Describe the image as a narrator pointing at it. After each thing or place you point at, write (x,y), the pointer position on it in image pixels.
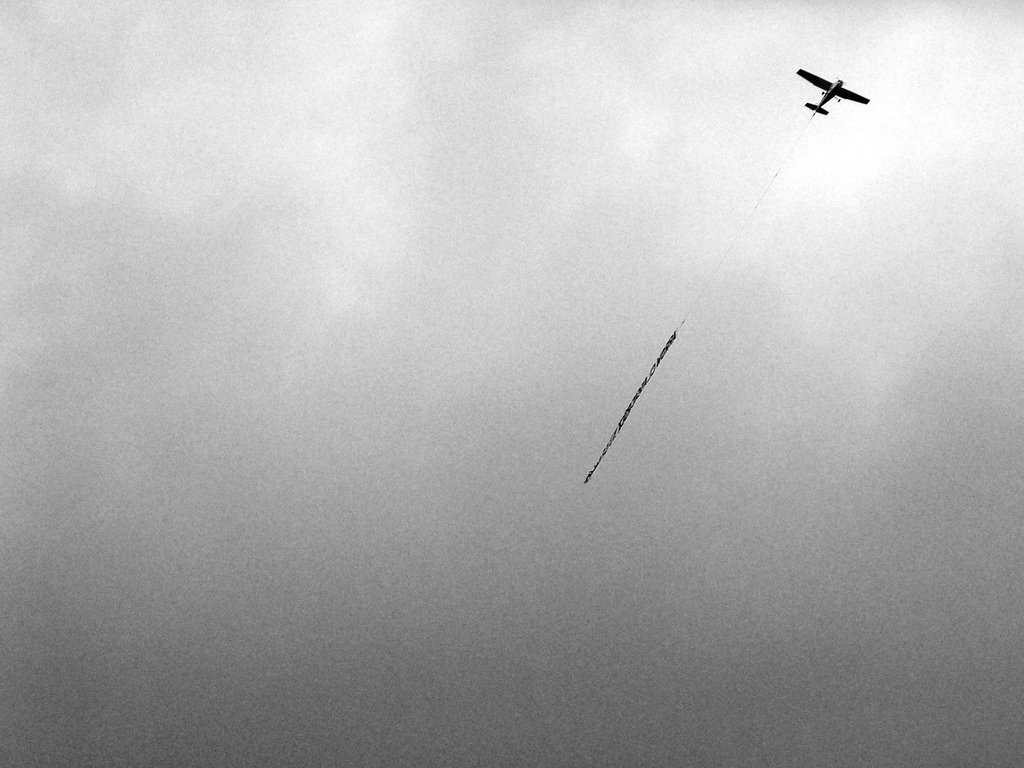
In this picture we can see an airplane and we can see sky (310,513) in the background (310,513).
